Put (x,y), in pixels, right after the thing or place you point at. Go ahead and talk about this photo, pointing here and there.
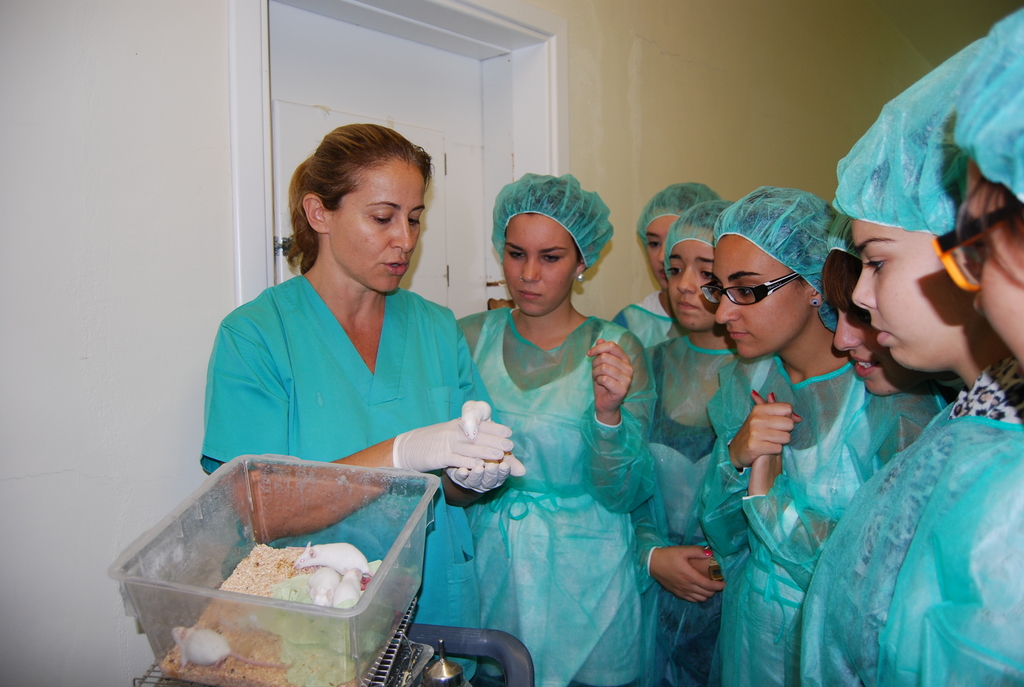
In this picture there are few women (761,421) wearing green dress (706,440) and there is a box (410,587) in front of them which has few rats (338,549) and some other objects (291,559) in it and there is a door (423,64) in the background (410,66).
